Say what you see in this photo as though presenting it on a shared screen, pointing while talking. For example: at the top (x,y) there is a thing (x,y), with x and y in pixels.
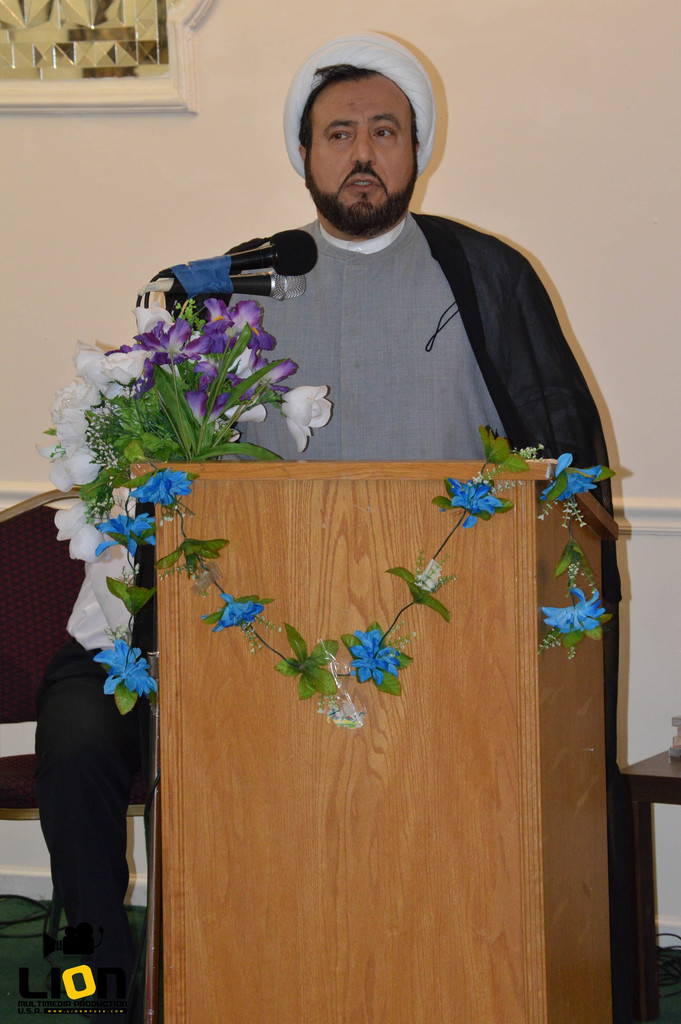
In this picture we can observe a person (318,296) standing in front of a brown color podium (322,830). There are some flowers (155,498) and a plant (159,421) placed on this podium (245,592). We can observe a mic (280,257). In the background (155,209) there is a wall (518,213) which is in white color.
